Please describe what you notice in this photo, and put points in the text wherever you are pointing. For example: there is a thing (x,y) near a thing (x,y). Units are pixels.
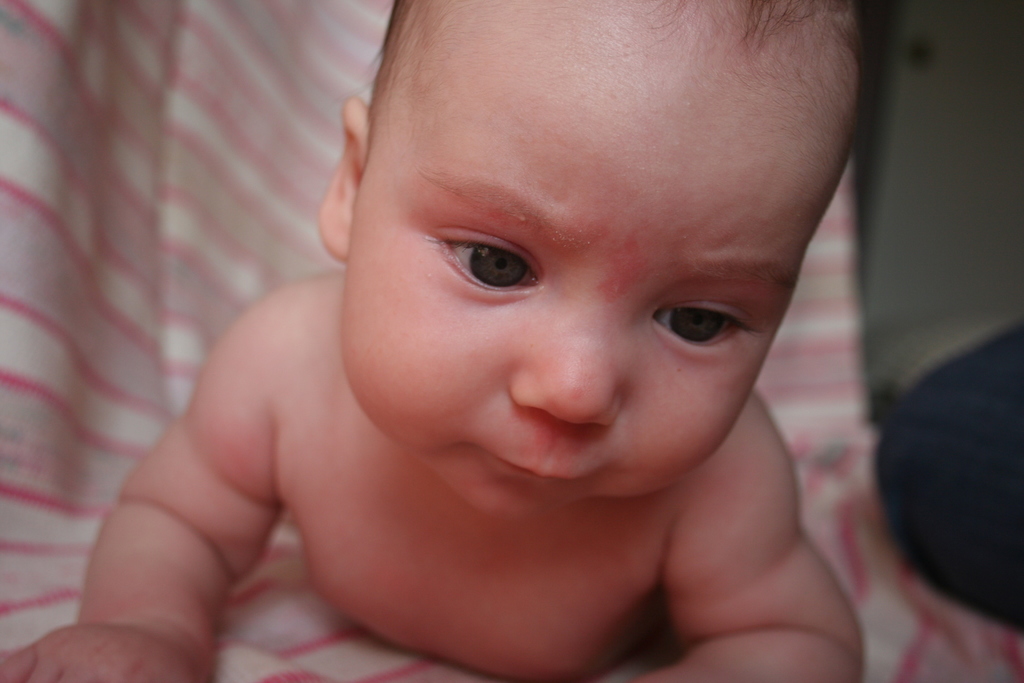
In the center of the image (504,239) there is a baby (507,524).
